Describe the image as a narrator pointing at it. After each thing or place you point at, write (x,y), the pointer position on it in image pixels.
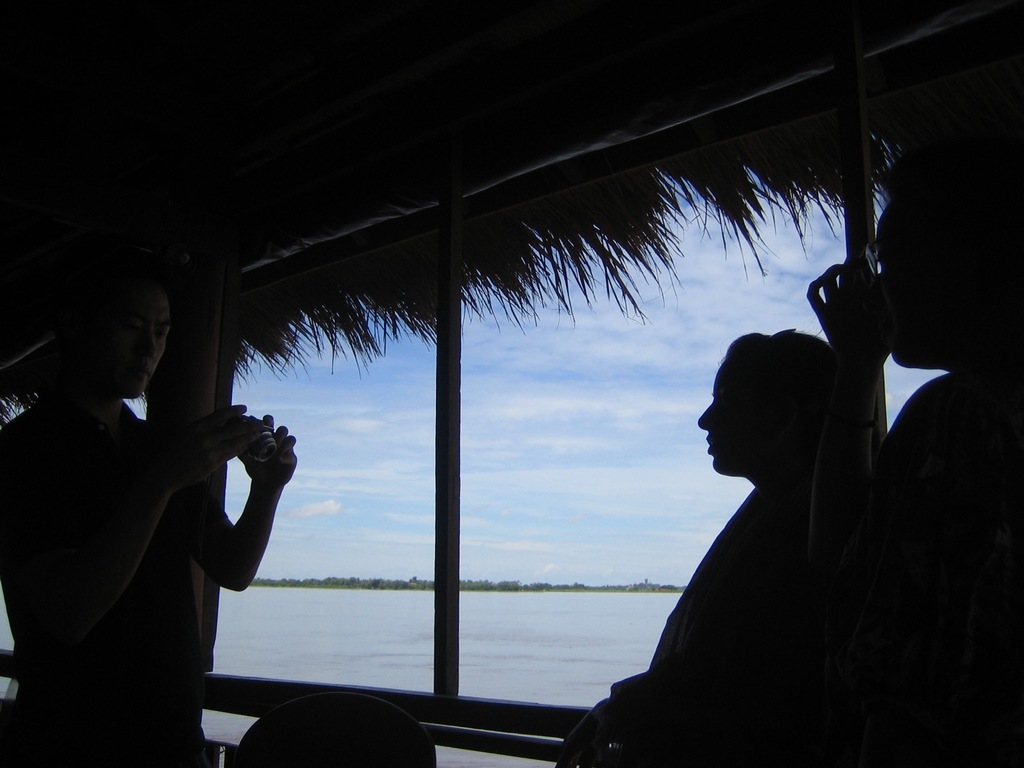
In the image we can see the person (60,548) on the left side (98,446) is holding a camera (256,426) and standing and we can see two persons (836,526) standing on the right side of the image (720,705) and they are in the dark. Here we can see the water (490,636), trees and the sky (558,458) with clouds (596,477) in the background (669,447).
